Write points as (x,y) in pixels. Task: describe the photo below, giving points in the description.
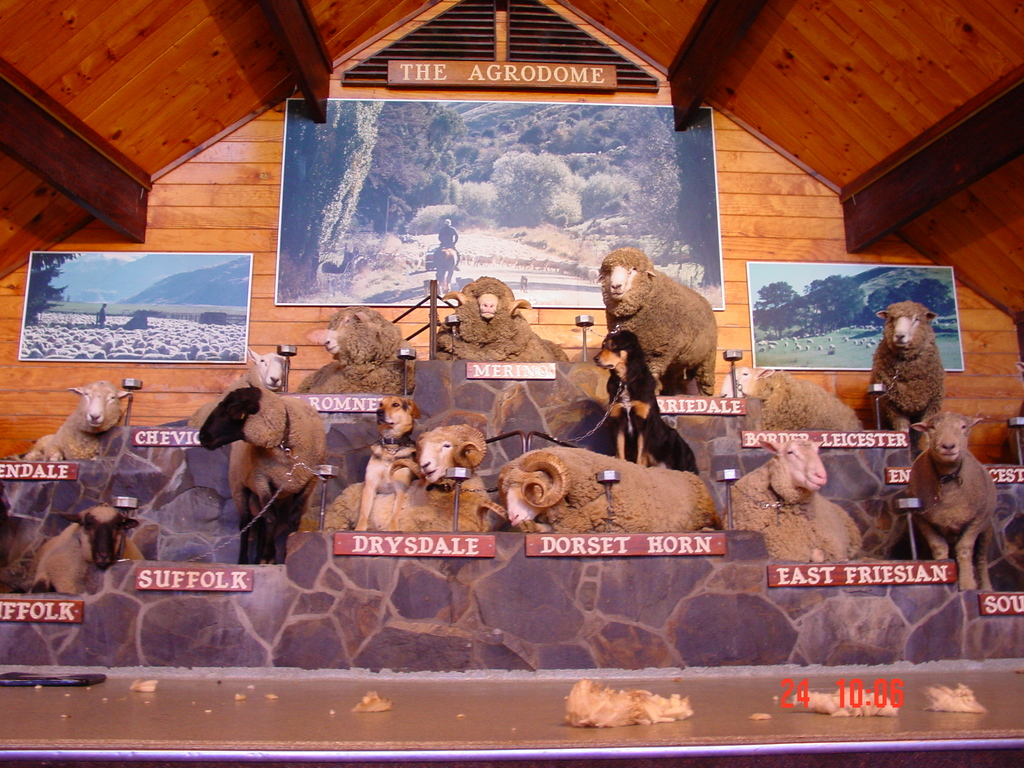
In this image there are different types of sheep (811,505) on a dais (872,486). There are two dogs (397,426) here. On the dais (560,394) there are labels (691,552). In the background (70,271) there are three photo frames (839,317). On the ground (330,697) there are something (585,690). On the top (219,66) there is roof (715,58).
